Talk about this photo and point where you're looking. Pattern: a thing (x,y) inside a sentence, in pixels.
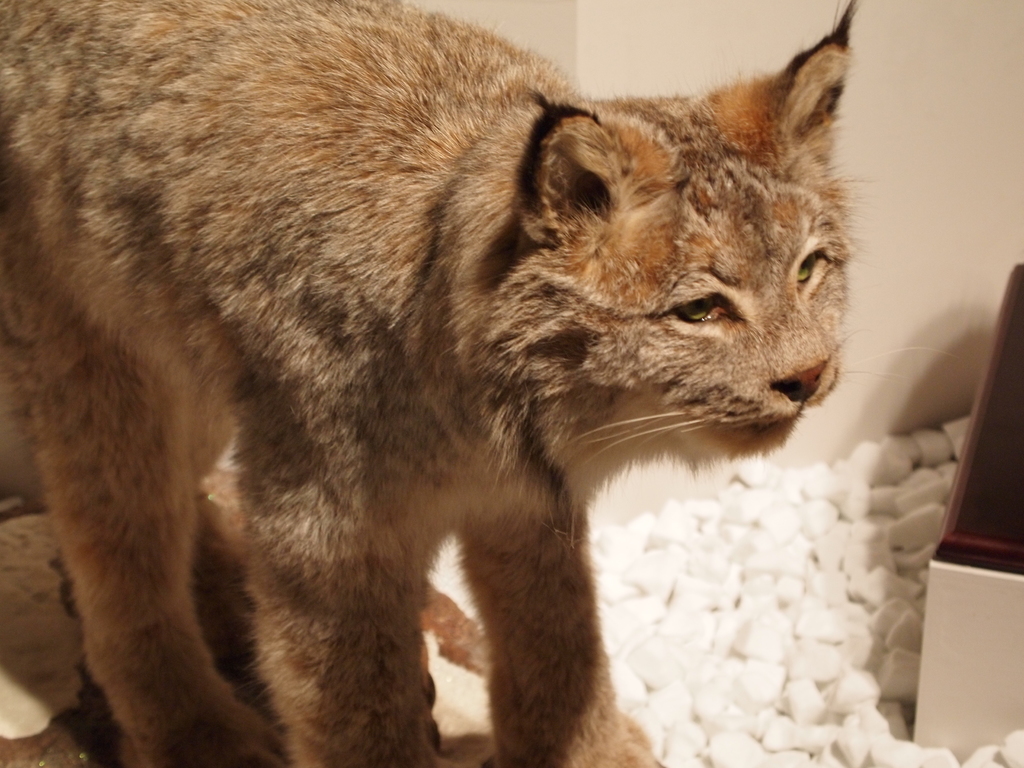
In this image we can a cat (379,274). There are many stones (791,626) at the right side of the image (747,679). There is an object (947,588) at the right side of the image (953,617).
